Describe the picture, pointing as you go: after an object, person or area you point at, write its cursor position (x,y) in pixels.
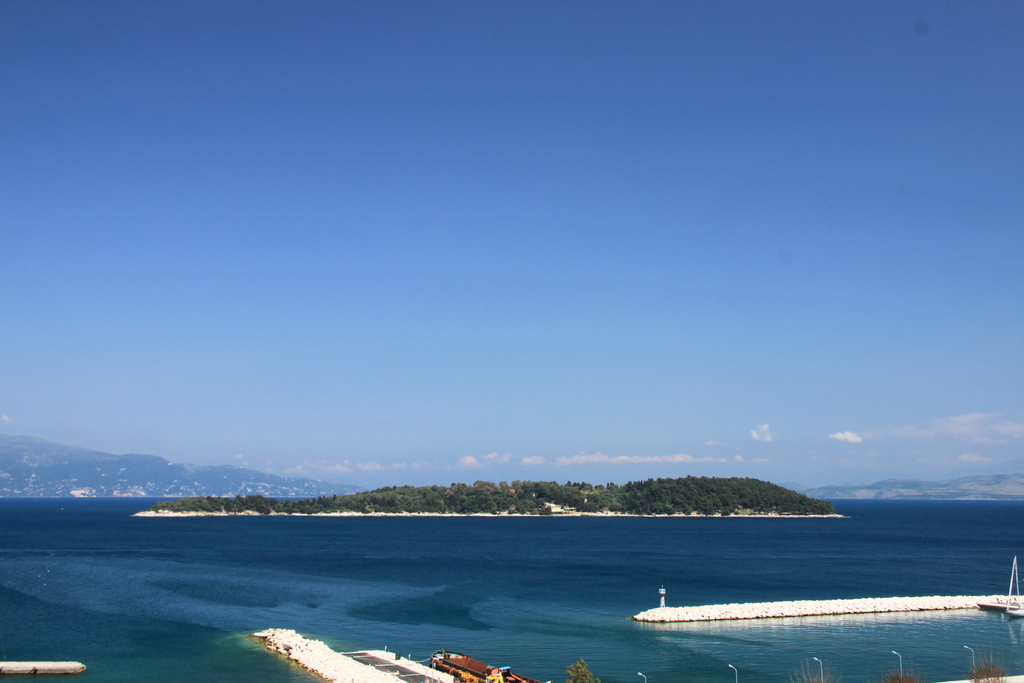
In this image I can see boats (432,657) in the water (495,660), breakwaters (435,678) and light poles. In the background (244,469) I can see trees (686,511), mountains (286,494), buildings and the sky (599,313). This image is taken may be near the ocean (461,585).
